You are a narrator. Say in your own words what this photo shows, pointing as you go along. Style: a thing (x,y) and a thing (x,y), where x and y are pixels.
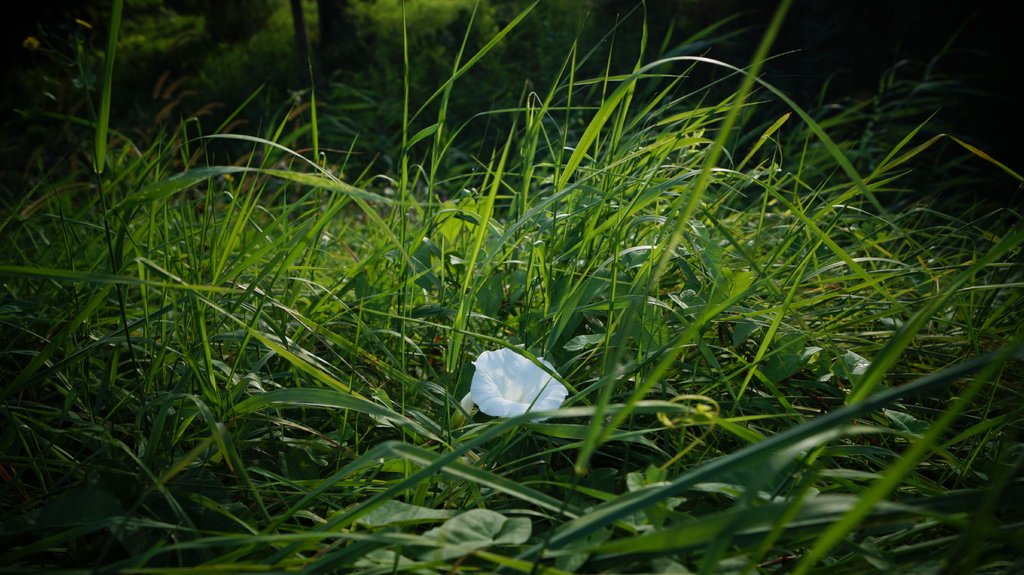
In the image there is a lot of grass (483,253) and in between the grass (481,222) there is white flower (519,366).
